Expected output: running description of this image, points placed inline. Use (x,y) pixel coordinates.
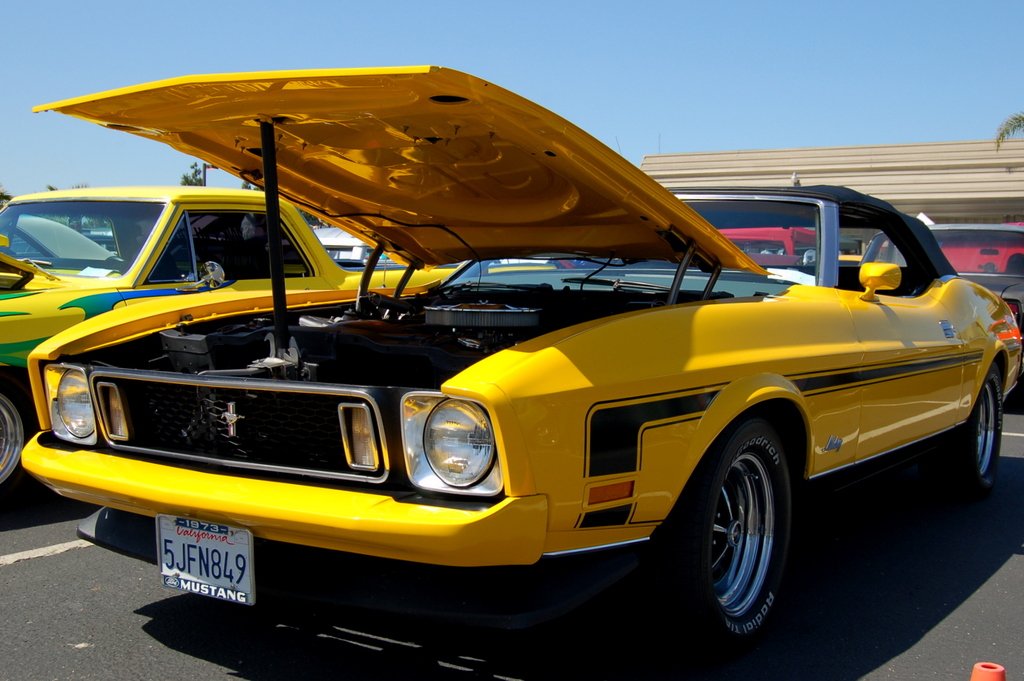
In this image there is a road (200,601) at the bottom (144,598). We can see there are vehicles (356,216), trees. And there is sky (591,96) at the top (538,88).
